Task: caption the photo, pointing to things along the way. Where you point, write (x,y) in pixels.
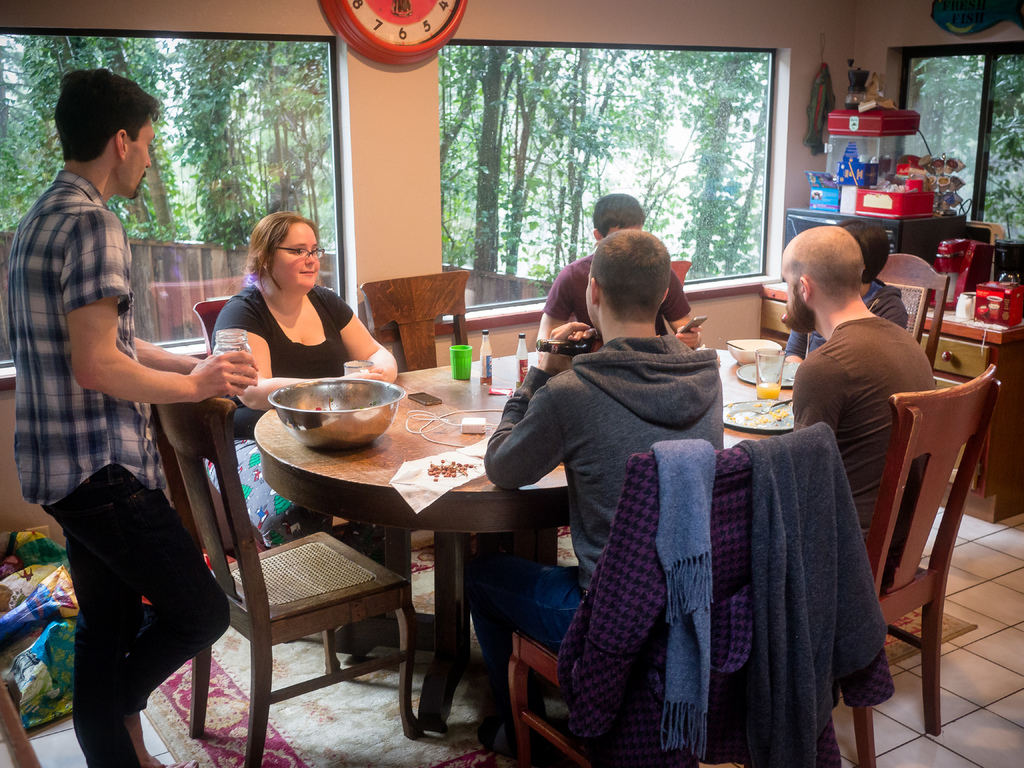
In this picture we can see some persons (269,338) were some women (285,243) in middle (348,350) is smiling and in front of them there is table (475,405) and on table (362,459) we can see vessel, charger (479,422), tissue paper (458,471), bottle (489,380), glass (771,379), plate (743,428), bowl (744,344), mobile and in the background (381,29) we can see watch (402,16), tree (541,130), window (954,123), cupboards (944,343), machine (941,224).
